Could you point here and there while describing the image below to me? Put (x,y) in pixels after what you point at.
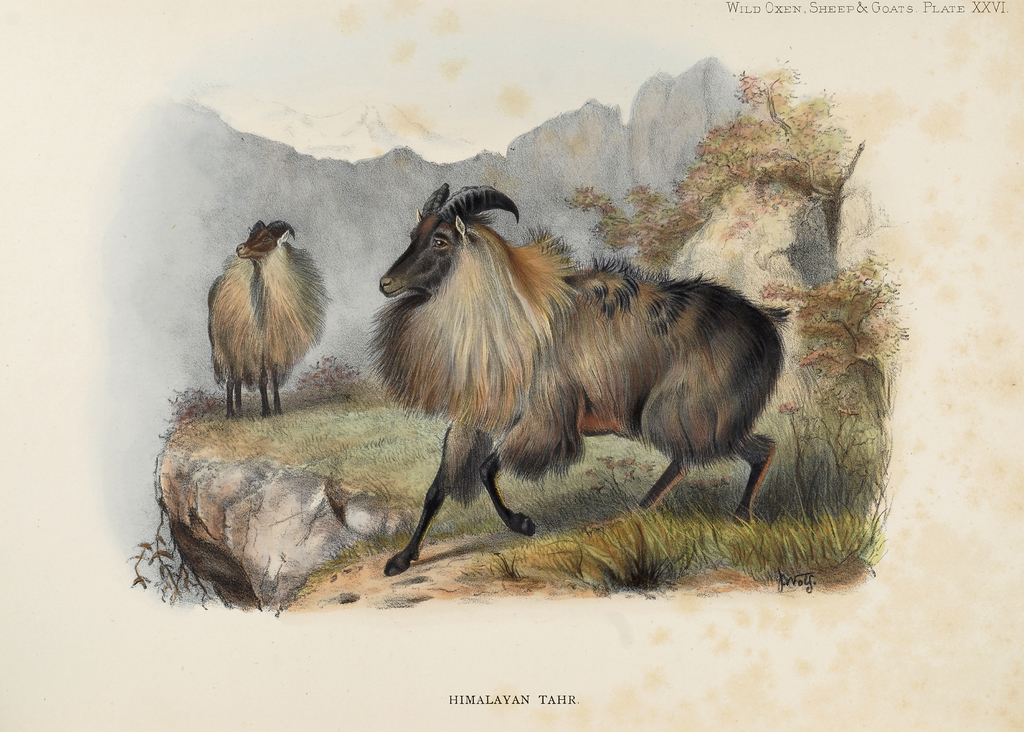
In this image we can see a picture of animals (473,313), grass (689,540), mountain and trees (817,323). At the bottom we can see some text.
